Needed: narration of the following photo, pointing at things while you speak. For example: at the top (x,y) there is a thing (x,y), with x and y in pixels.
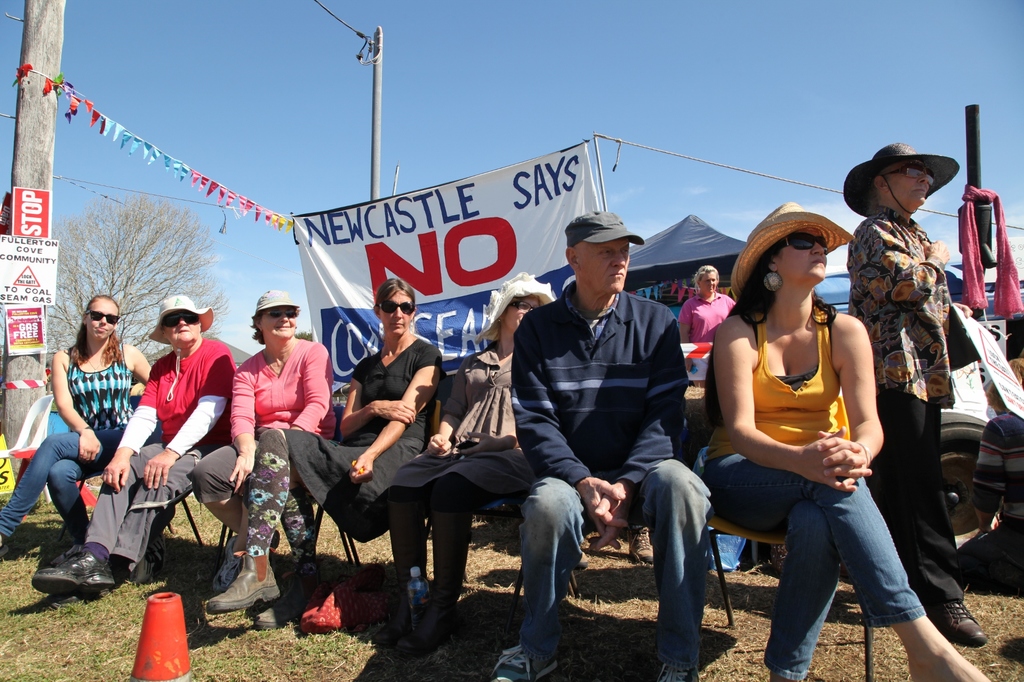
There are people (519,455) sitting on chairs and this person (914,232) standing. We can see bottle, cloth (360,595) and red object (150,655) on the grass (129,663) and we can see boards (41,230) on pole (51,105), behind these people (576,301) we can see banner (398,223), rope (794,181) and poles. In the background (691,301) we can see person (698,320), tent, tree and sky (776,112).
